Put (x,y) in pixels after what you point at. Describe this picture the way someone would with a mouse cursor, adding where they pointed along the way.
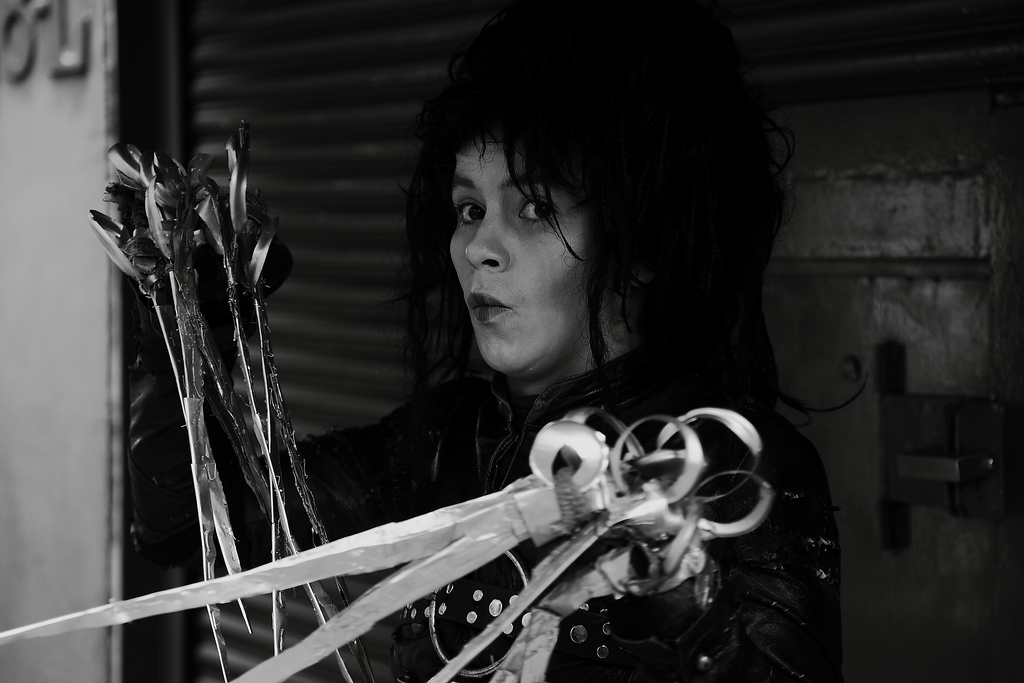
In the center of the image (501,406) we can see a person (511,332) wearing scissor-blade gloves (260,495). In the background (808,245) there is a door (820,235) and a wall (22,307).
